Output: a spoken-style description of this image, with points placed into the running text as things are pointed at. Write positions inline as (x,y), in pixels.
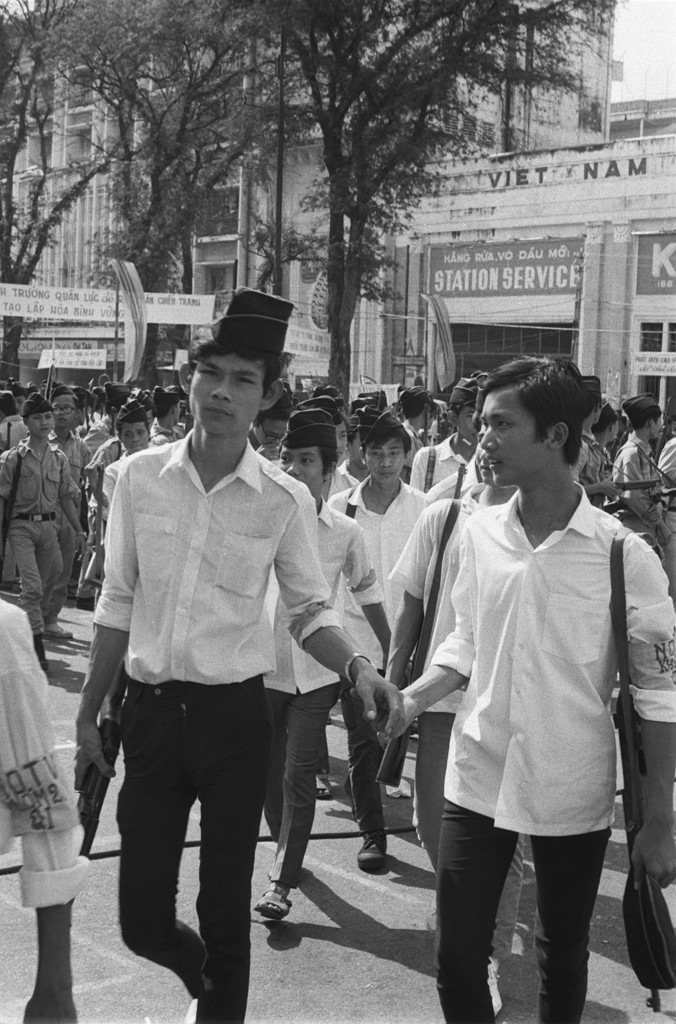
In this picture we can see a group of people (304,848) on the road (414,902) and in the background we can see banners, posters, buildings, trees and some objects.
